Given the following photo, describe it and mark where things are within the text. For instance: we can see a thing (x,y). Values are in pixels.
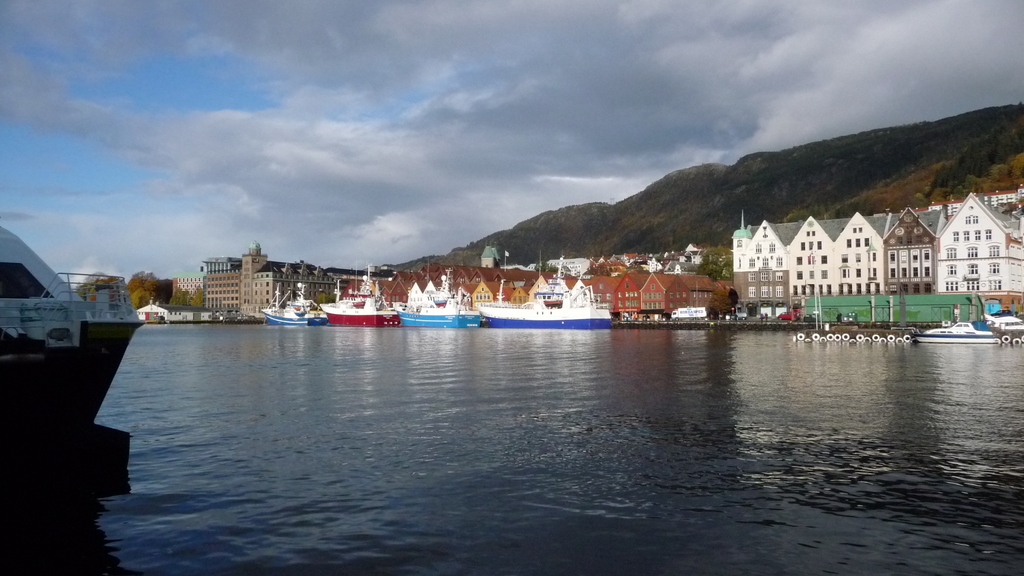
In this image, on the left side (68,432), we can see a boat (81,434) floating on the water (105,418). On the right side (737,300), we can see some buildings (236,270), boats (480,325), trees (154,301), mountains (603,208), rocks (745,187). At the top (343,82), we can see a sky (411,132), at the bottom (394,450), we can see a water (511,420) in a harbour (488,396).
